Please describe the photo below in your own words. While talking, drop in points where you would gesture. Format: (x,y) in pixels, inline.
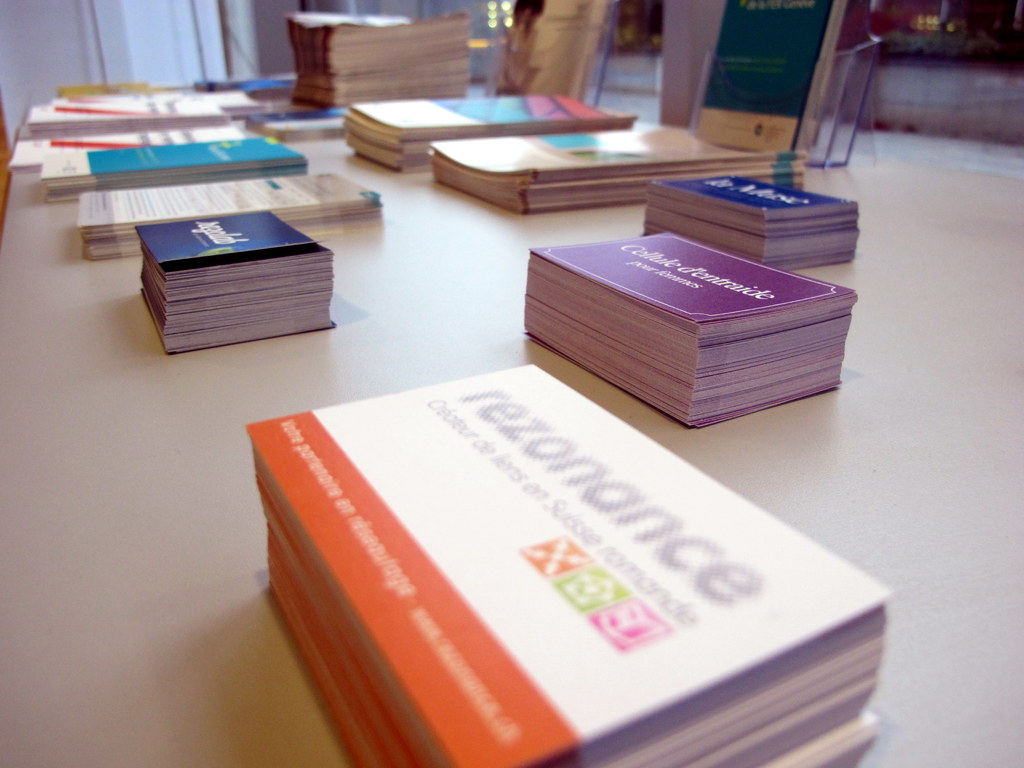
In the picture I can see few books (365,206) and some other objects (449,506) on the table (679,433).
